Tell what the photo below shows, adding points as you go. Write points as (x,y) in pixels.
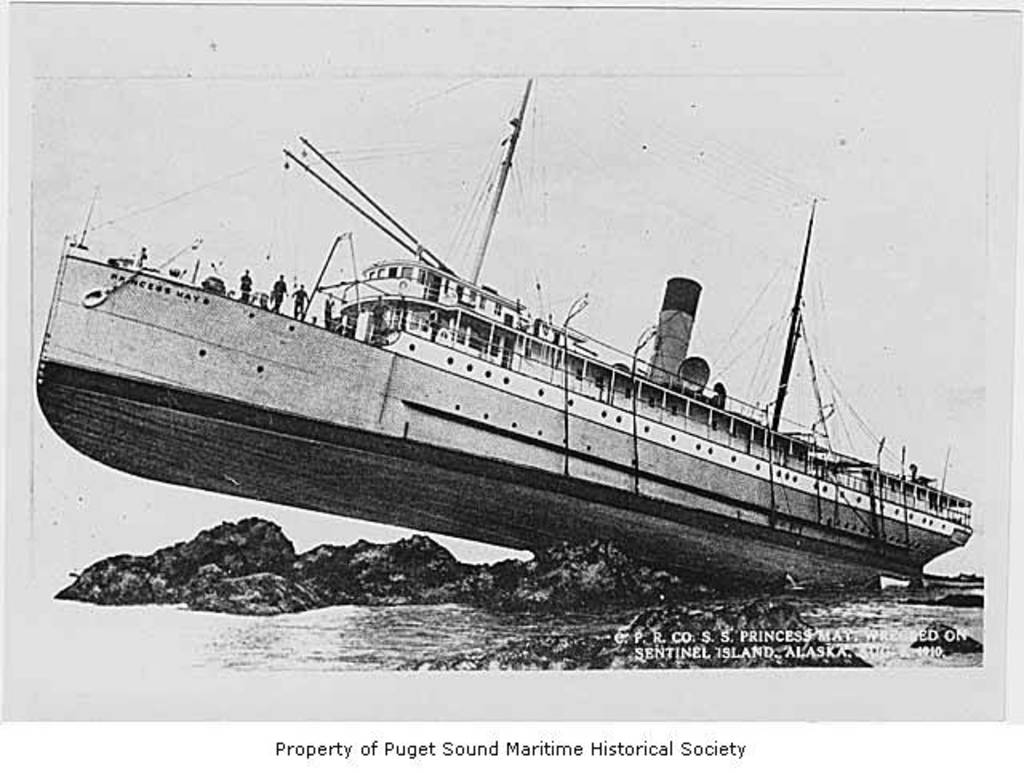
In this image we can see a paper (250,22). In the center of the paper (100,504) there is a boat (672,530). At the bottom (378,653) there is water (472,626) and rocks (409,571) and we can see a text (385,744) written.
